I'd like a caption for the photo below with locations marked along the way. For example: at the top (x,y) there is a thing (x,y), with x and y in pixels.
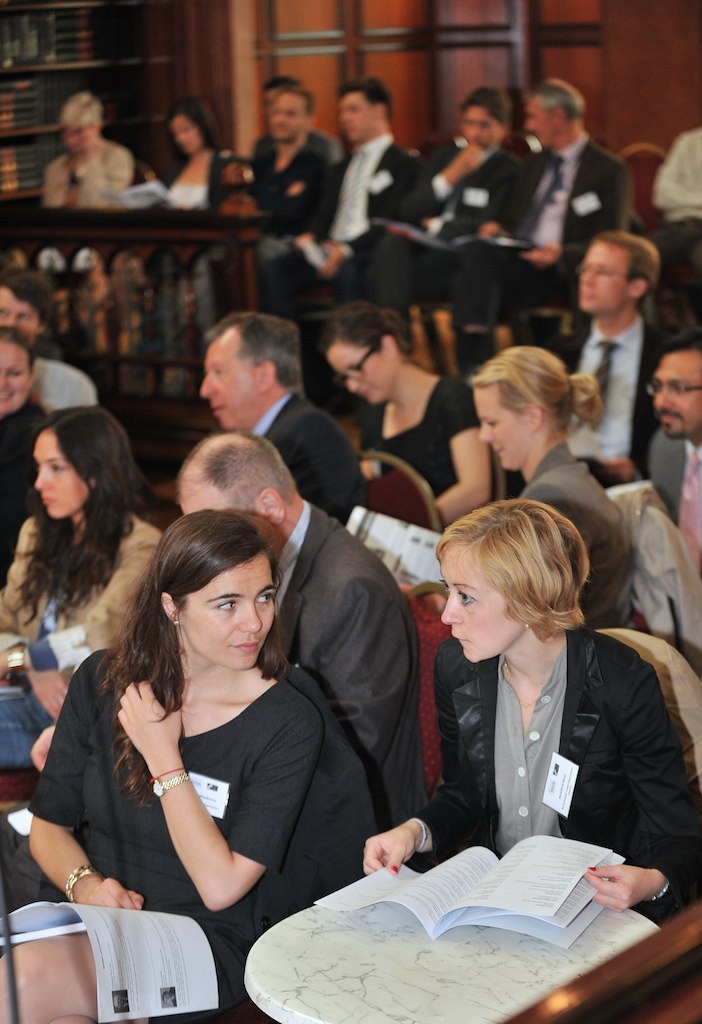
In this picture I can observe some people (248,403) sitting in the chairs (384,510). There are men (347,641) and women (600,514). Most of them are holding papers (403,876). The background (194,336) is partially blurred.
